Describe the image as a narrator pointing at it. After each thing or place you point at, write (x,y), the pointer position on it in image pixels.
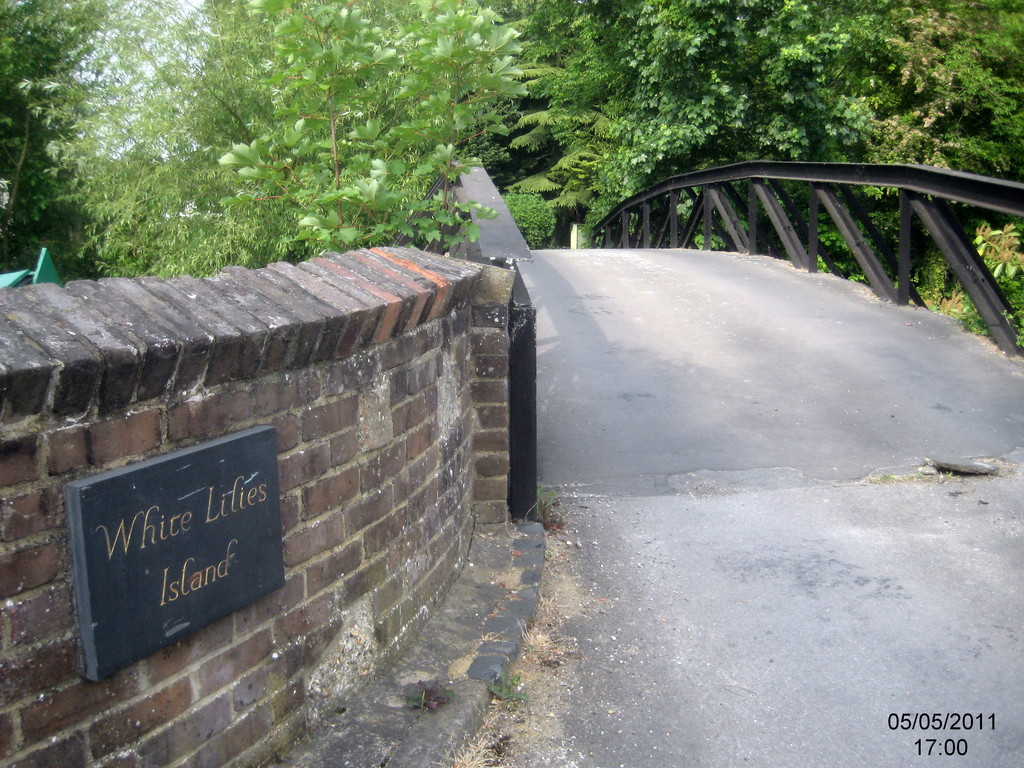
In the picture we can see a brick wall (316,562) on it, we can see a board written on it as white lilies island and beside it, we can see a pathway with railings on the both sides and behind the railings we can see full of plants (99,188) and trees (146,182).
